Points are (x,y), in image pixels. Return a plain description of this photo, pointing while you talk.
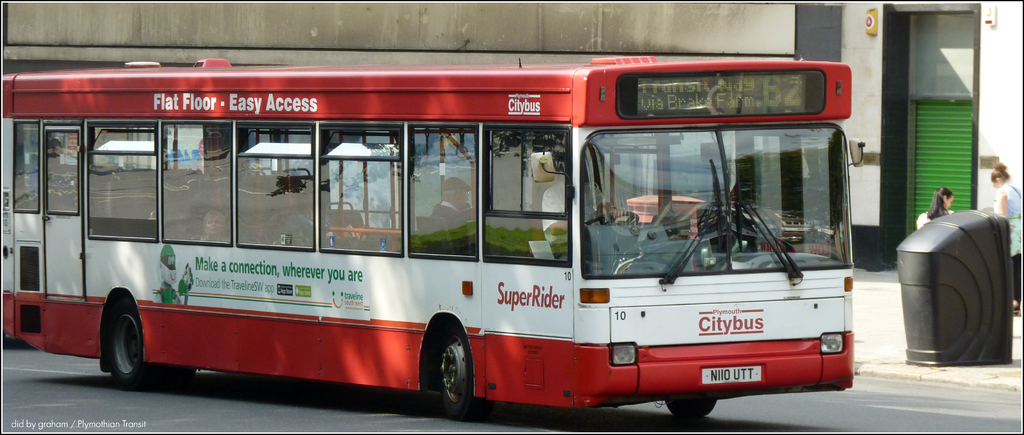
In this image there is a bus (397,287) on the road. In the background (514,53) there is a building (477,41). On the right side (949,276) there is a dustbin (923,341) on the footpath (939,381). Beside it there are two girls (944,204) standing on the floor (871,290). On the footpath (868,307) there is a shutter (956,153).
